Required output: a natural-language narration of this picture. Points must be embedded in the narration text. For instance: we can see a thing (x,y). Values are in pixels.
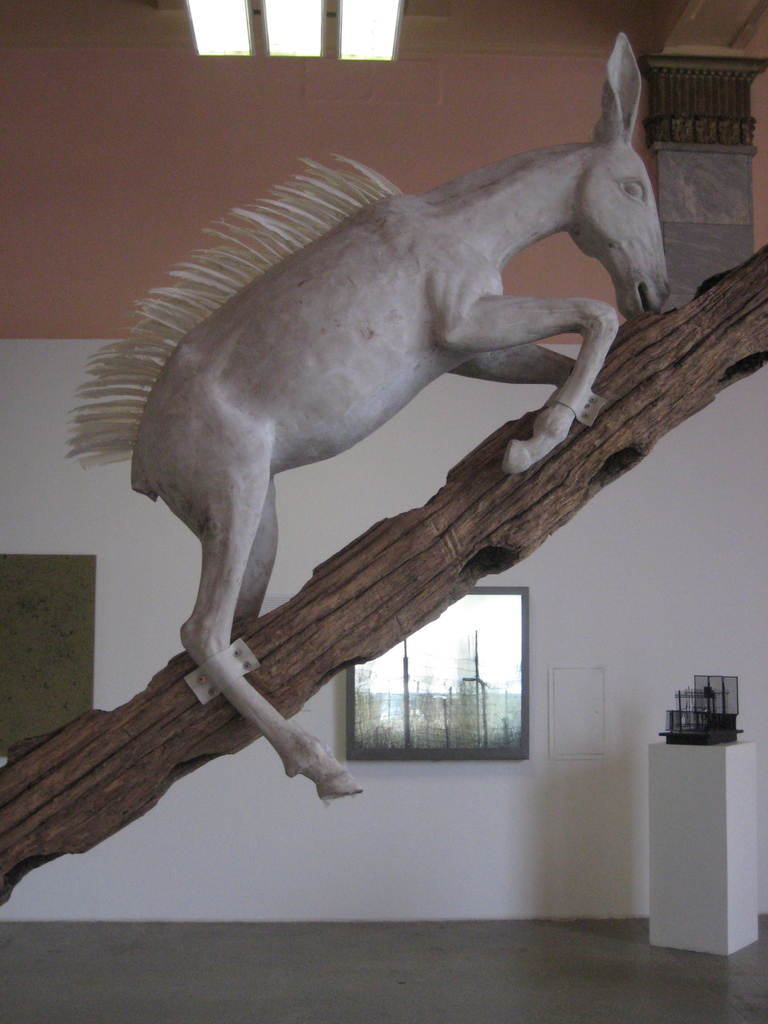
In the center of the image (307,656) there is a depiction of a horse (340,794) on a branch (307,667). In the background of the image (175,76) there is a wall (494,871).
